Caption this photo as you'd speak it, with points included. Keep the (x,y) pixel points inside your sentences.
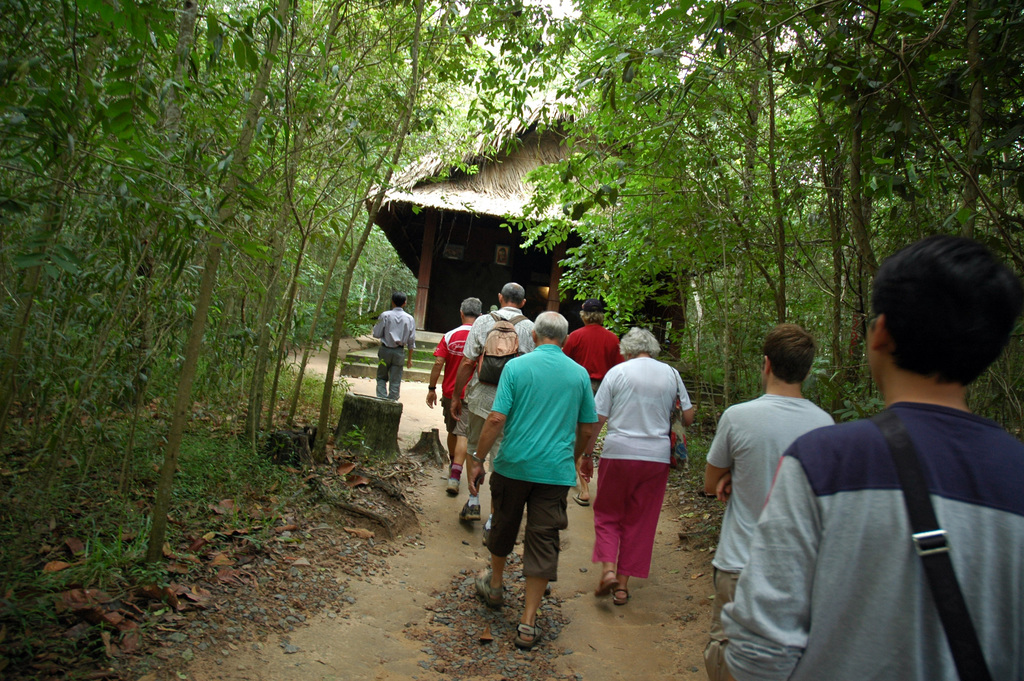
In this image we can see a few people (639,559) are walking on the path (510,574) of a road (439,427), in front of them there is a house (470,223). On the either sides of the road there are trees (809,273) and dried leaves (238,533).
